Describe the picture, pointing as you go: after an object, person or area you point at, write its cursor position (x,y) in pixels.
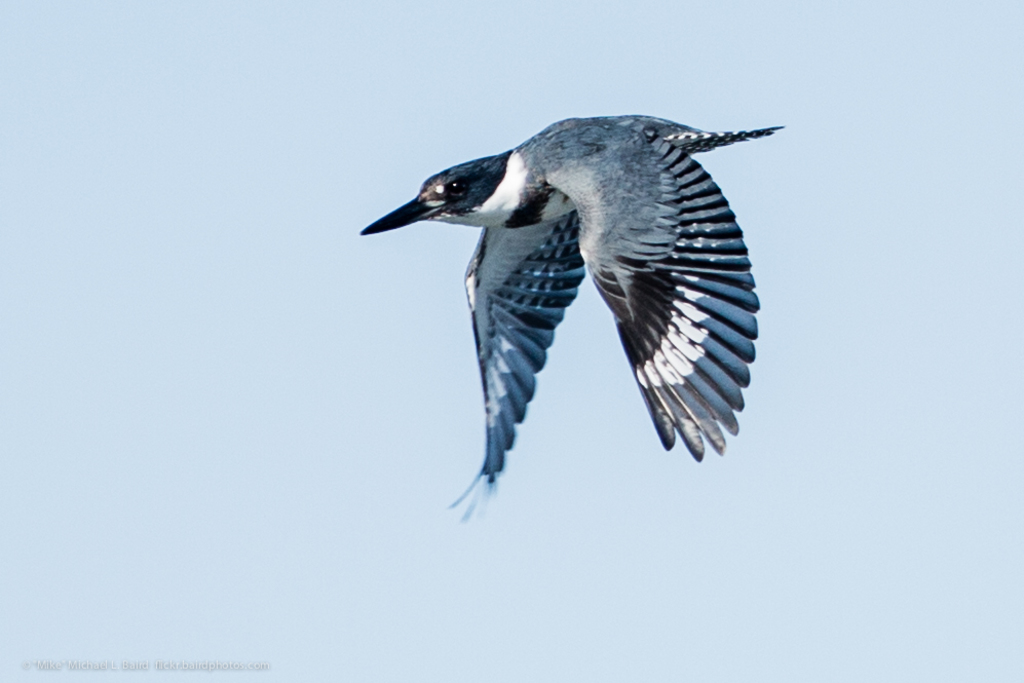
In this picture I can see a bird (573,286) flying and I can see sky (1000,304) and text (42,663) at the bottom left corner of the picture (42,663).
